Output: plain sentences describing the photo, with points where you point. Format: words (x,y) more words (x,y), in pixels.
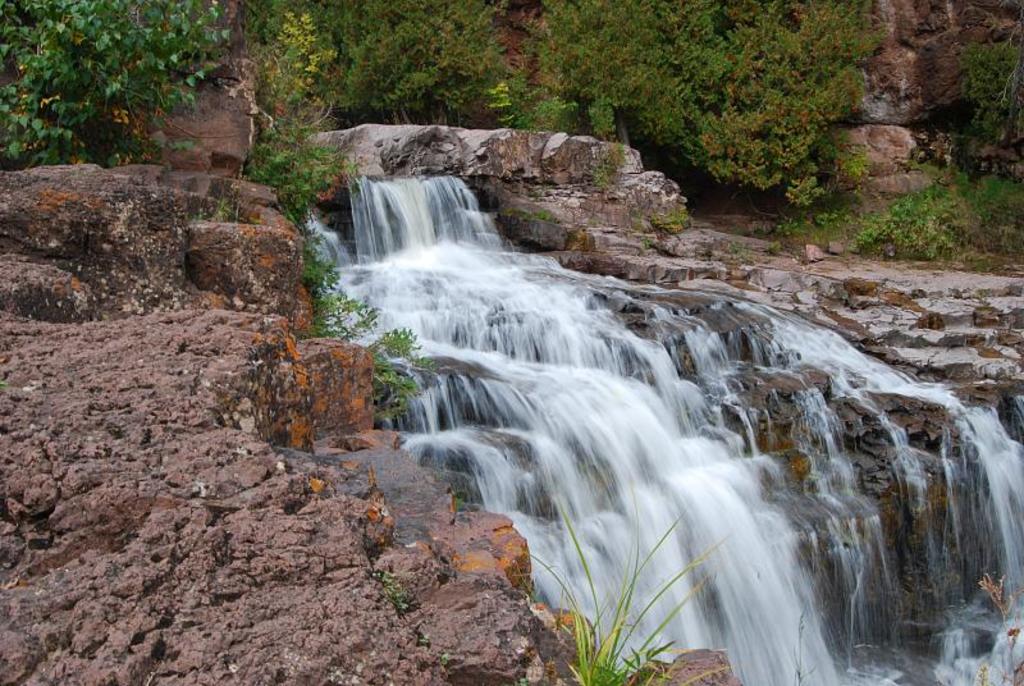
In the center of the image (343,271) we can see trees (689,91), stones (216,369), plants (1000,253), grass (639,676), water (618,330) etc.
